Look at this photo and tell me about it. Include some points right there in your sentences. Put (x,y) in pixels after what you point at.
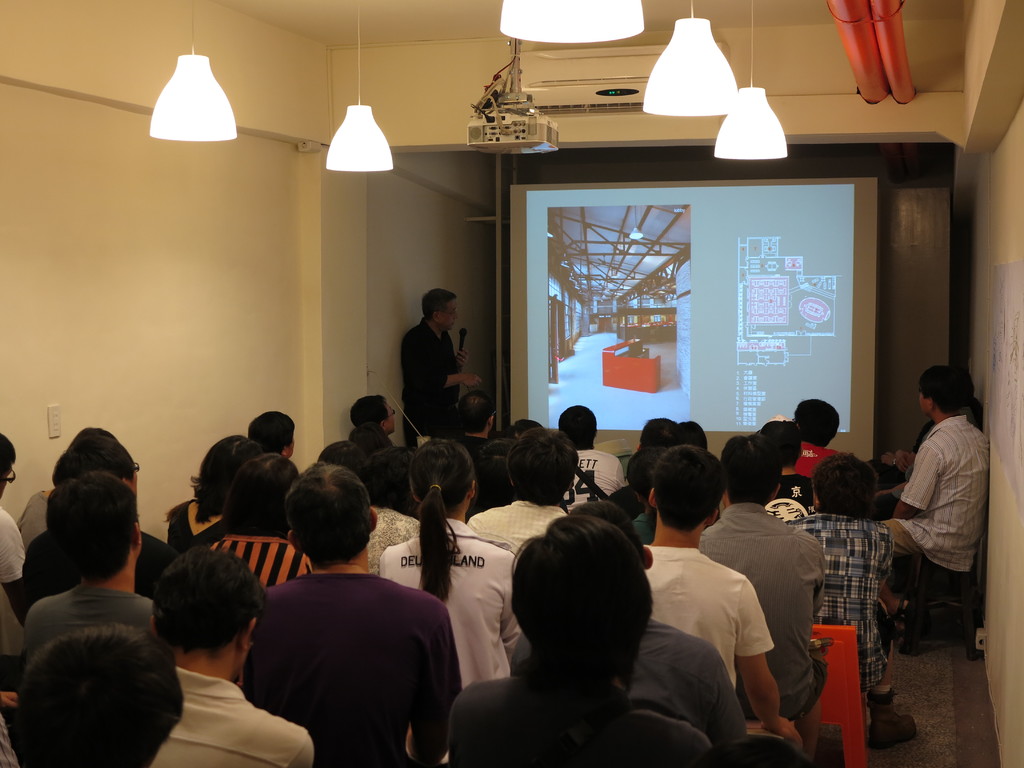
In this image we can see the people (577,523) sitting. We can also see a man (428,357) holding the mike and standing. Image also consists of the screen (720,205) for displaying. We can also see the wall (415,245), a projector (525,120), air conditioner (628,84), some rods (857,27) and also the lights (377,155) hanged from the ceiling (390,17).
